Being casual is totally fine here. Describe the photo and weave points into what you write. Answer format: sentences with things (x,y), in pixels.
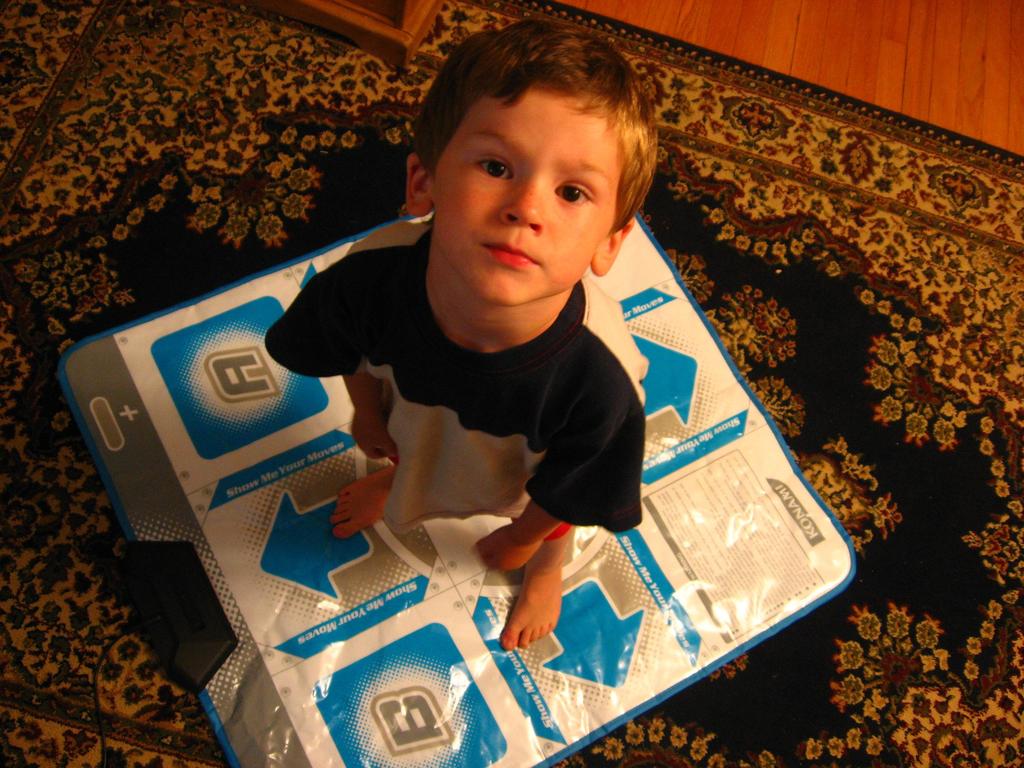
In this image we can see a boy (485,182) standing on the cover (651,581). At the bottom of the image (892,702) there is carpet (807,701).
